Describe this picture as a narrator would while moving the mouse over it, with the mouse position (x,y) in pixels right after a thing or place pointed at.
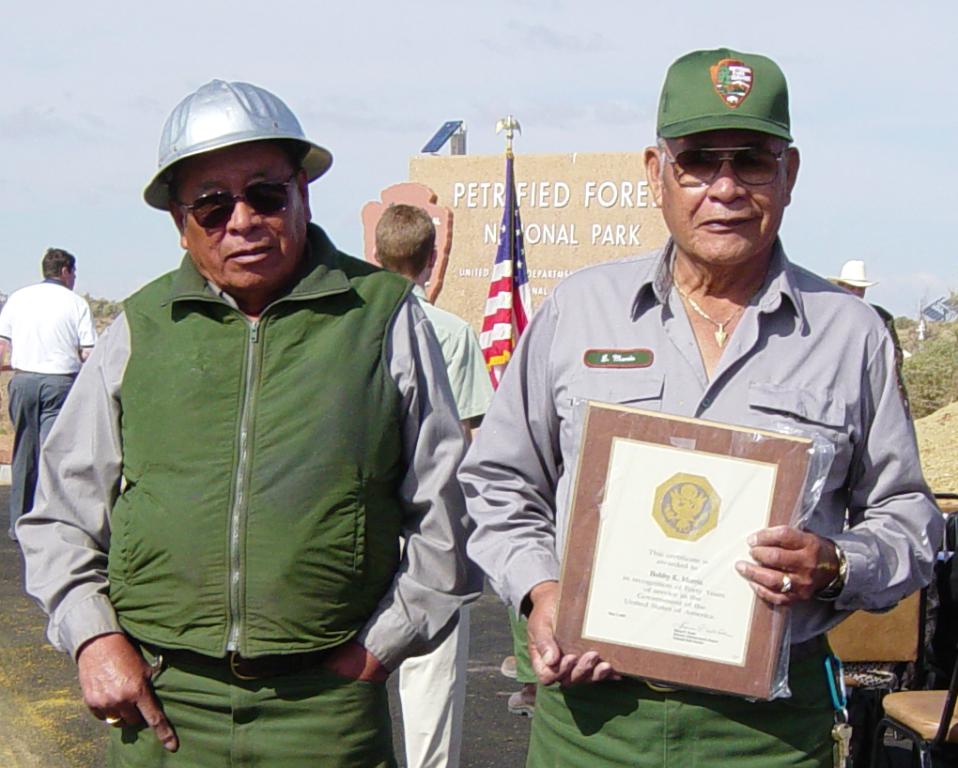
In the center of the image (554,447), we can see people (509,467) wearing caps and one of them is holding a board (678,562) and in the background (426,188), there are some other people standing and there is a flag (513,184) and we can see a board (588,225). At the bottom (506,727), there is road (472,729).
